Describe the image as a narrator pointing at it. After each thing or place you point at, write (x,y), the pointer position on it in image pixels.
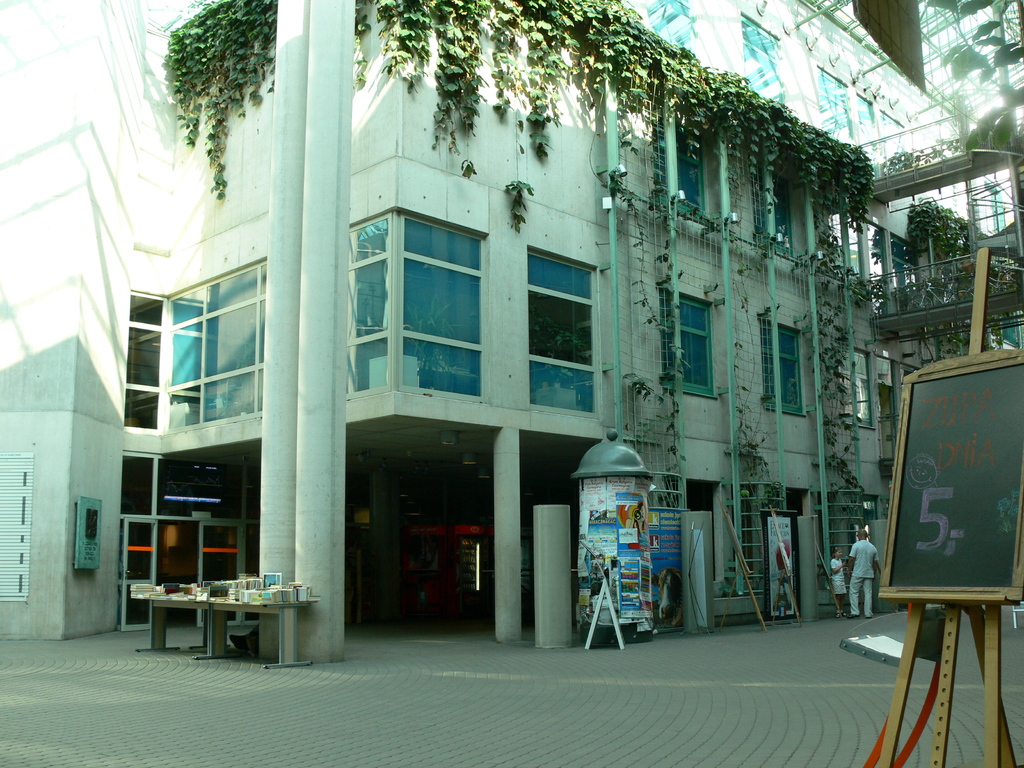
In this image there is a pavement (467,734), in the background (118,378) there is a building (444,155), at the top of the building (427,132) there are plants (816,195), on the right side (943,511) there is a board (963,550), on that board (954,475) there is text (979,460), behind the board (913,530) there are two people (856,566) standing.
